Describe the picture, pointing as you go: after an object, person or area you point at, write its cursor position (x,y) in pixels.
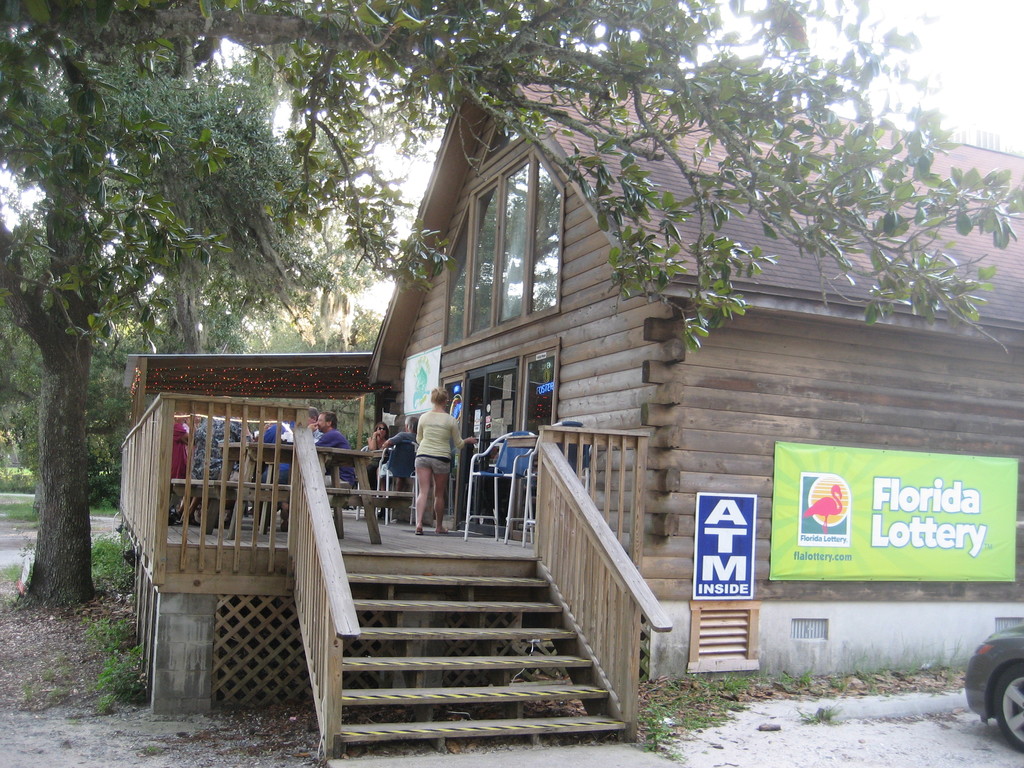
There is a building (669,400) with wooden walls (677,424) and glass windows (501,270) and steps (454,733) with railings (564,571). On the building (485,466) there are benches (361,471). Also few people (194,441) are sitting. Also there are posters (863,513) with something written on that. Near to the building (142,460) there is a tree (84,496). On the ground (803,708) there is grass (645,721). In the background (219,317) there are trees (186,309) and sky (923,64).
